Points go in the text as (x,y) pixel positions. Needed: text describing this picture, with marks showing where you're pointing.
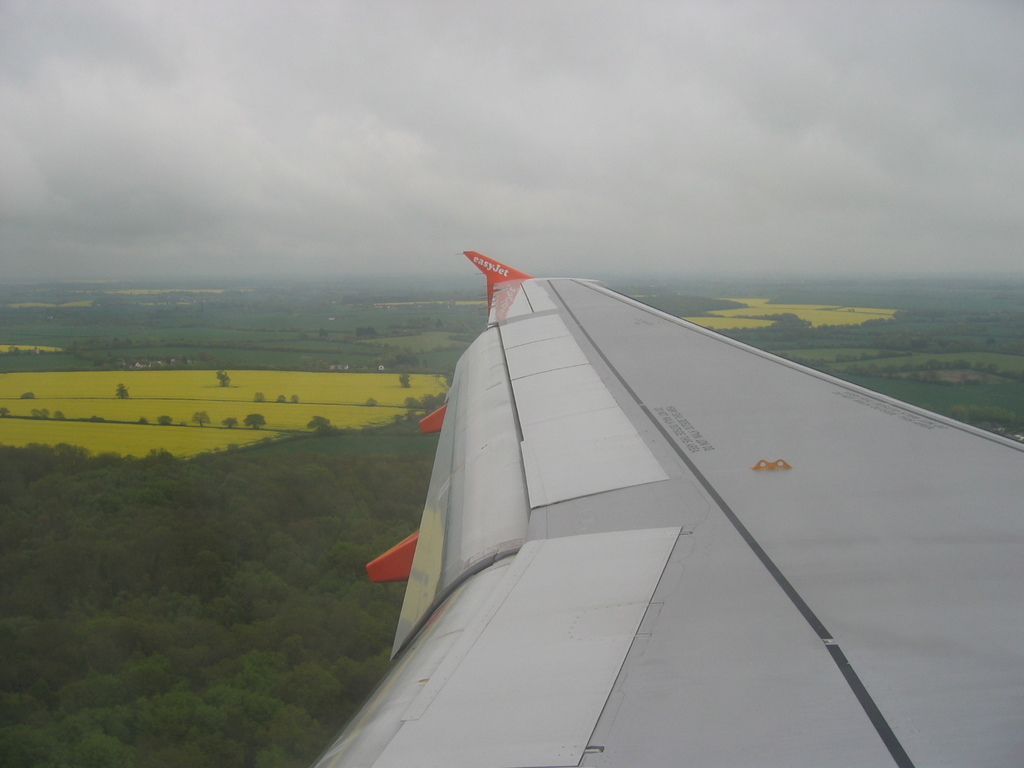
This image is taken outdoors. At the top of the image (273,192) there is a sky (398,226) with clouds (755,198). At the bottom of the image (201,627) there are many trees (171,505) and plants (222,341) on the ground (480,300). On the right side of the image (739,511) an airplane (592,615) is flying in the sky (154,19).
